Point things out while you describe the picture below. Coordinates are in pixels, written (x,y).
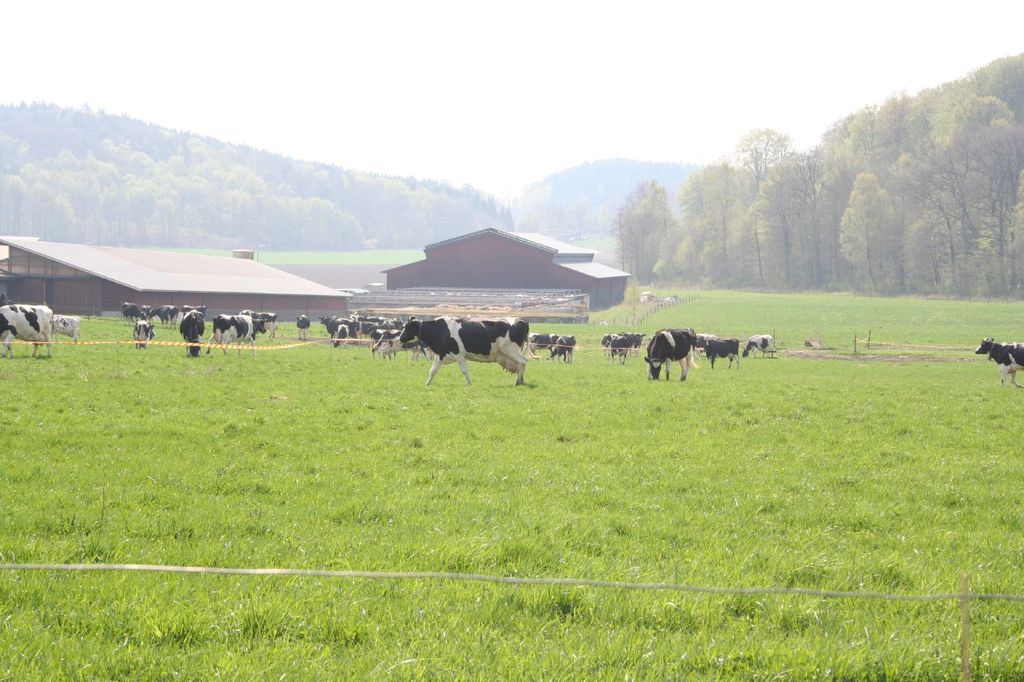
In the center of the image (667,337) we can see the sheds (502,279), barricades (81,343), fencing (643,317), cows (519,360). In the background of the image (658,326) we can see the ground (554,401). At the bottom of the image (561,584) we can see a rope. In the background of the image (171,177) we can see the hills (500,228), trees (877,186). At the top of the image (564,52) we can see the sky (651,150).
